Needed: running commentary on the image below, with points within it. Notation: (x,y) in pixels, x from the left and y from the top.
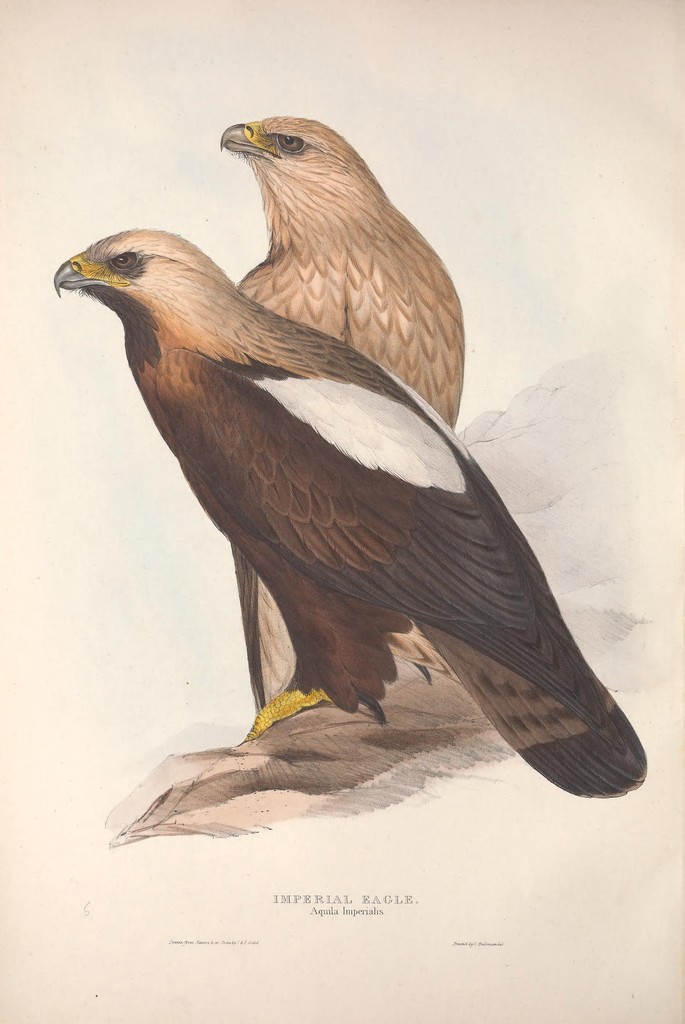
In this picture we can see two birds (211,469) on a platform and some text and in the background (62,590) it is a cream color.
